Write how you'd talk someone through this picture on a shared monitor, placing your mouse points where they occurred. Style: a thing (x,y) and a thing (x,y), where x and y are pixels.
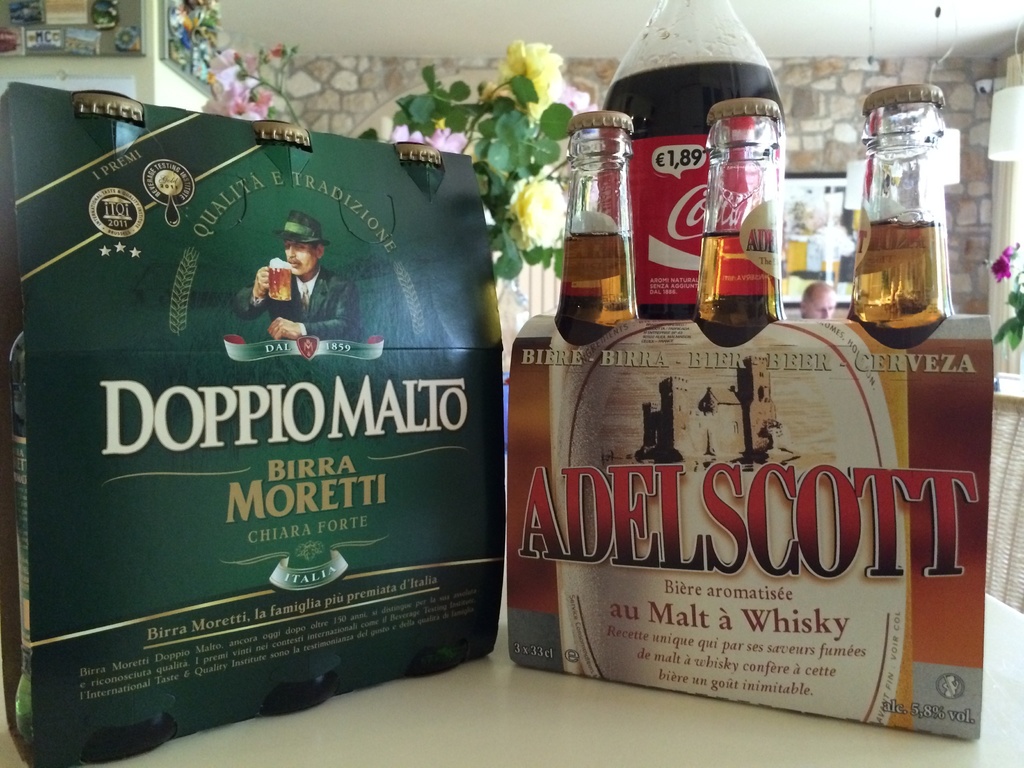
In this picture we can see bottles (681,148), plant (526,133) with yellow flower (540,218) to it, some poster (292,279) and in background (329,108) we can see wall (294,73), pink flowers (227,89).
